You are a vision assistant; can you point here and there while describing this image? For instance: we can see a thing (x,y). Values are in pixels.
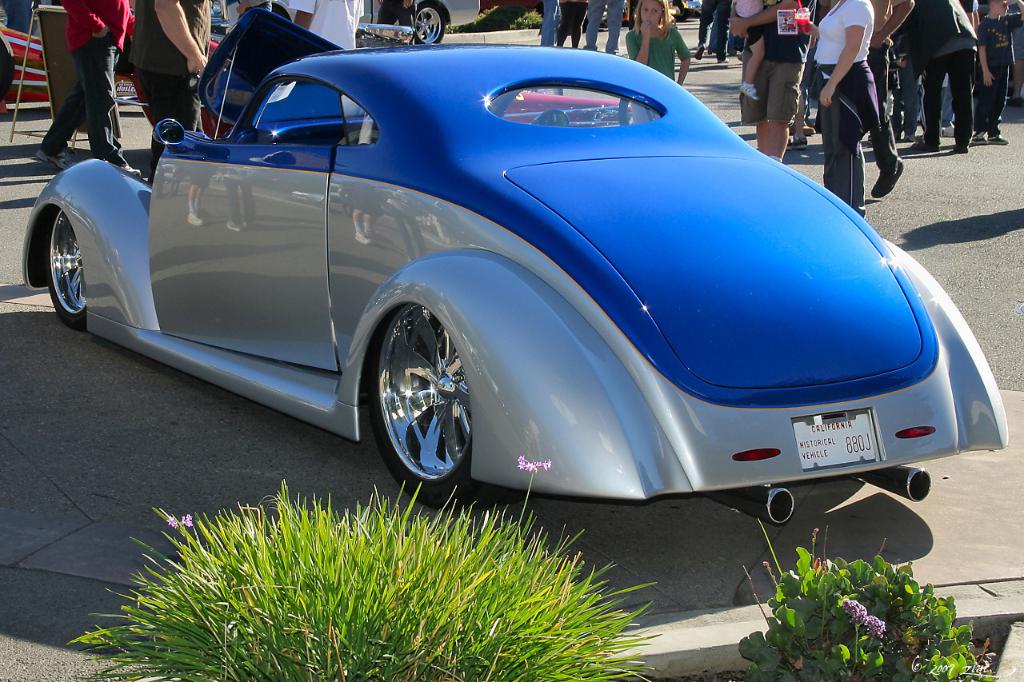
In this image, I can see a car (293,373) and groups of people (835,81) standing on the road (866,161). At the top corner of the image (418,23), I can see a vehicle (432,26). At the bottom of the image (373,598), there are plants (476,612).
